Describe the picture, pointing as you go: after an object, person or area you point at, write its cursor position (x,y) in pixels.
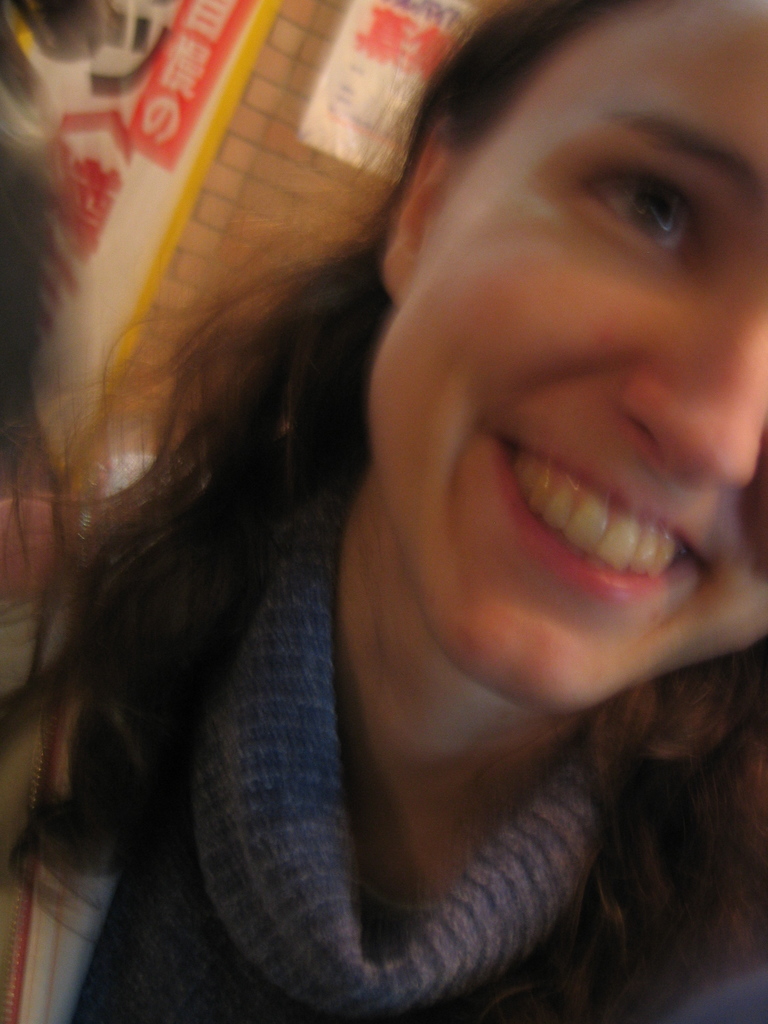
In the center of the image (491,624) there is a woman (110,1000) smiling. In the background of the image (258,153) there is a wall (211,178).
